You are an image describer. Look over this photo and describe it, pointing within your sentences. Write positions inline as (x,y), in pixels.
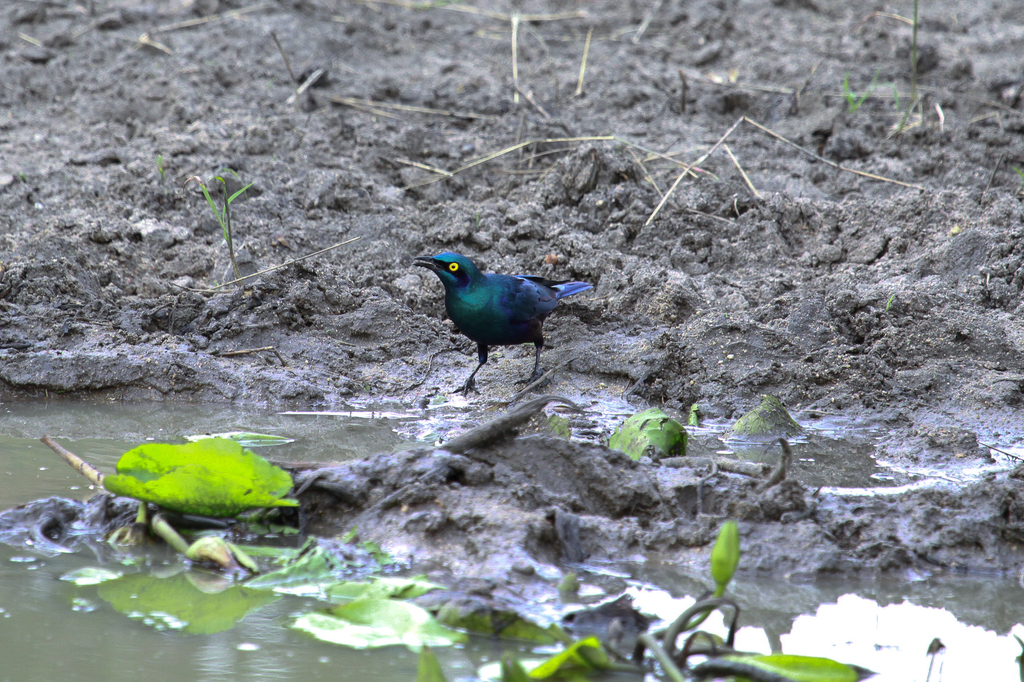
In this image there is a bird (499,315) present on the mud (569,320). We can also see water (124,419) and leaves (419,608) in this image.
